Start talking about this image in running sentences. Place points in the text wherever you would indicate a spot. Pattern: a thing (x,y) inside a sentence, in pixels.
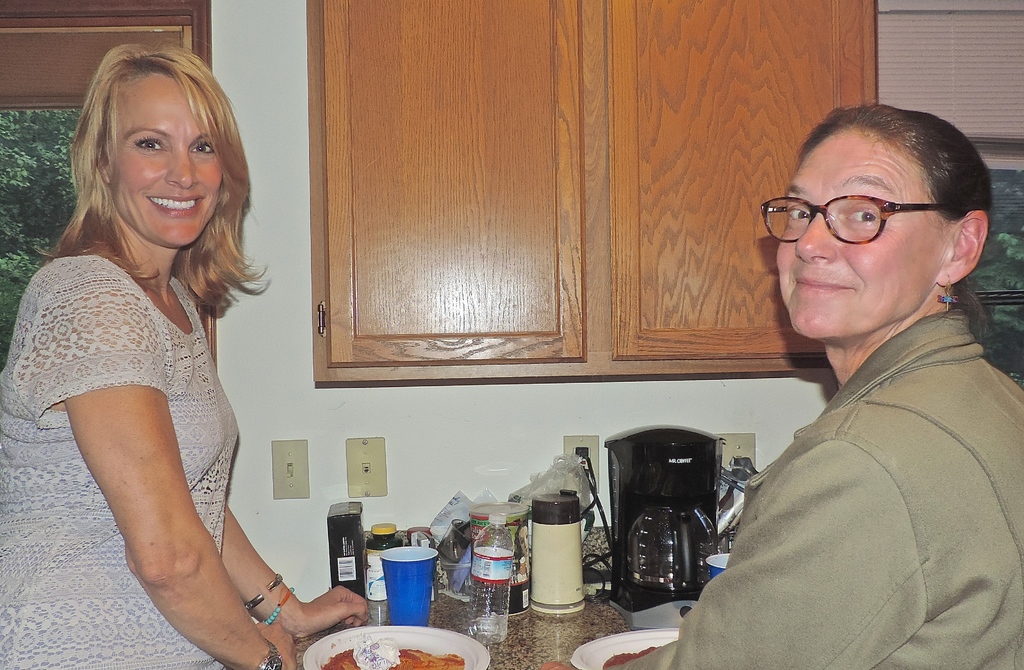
In this image I can see two persons (814,468) in front of a cabinet (516,628) on which bottles (497,604), jars (546,570), plates (433,634), bowls (381,638), food items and some objects (573,587) are kept. In the background (297,260) I can see a wall (637,396), door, cupboard (546,278) and so on. This image is taken may be in a room (565,488).
